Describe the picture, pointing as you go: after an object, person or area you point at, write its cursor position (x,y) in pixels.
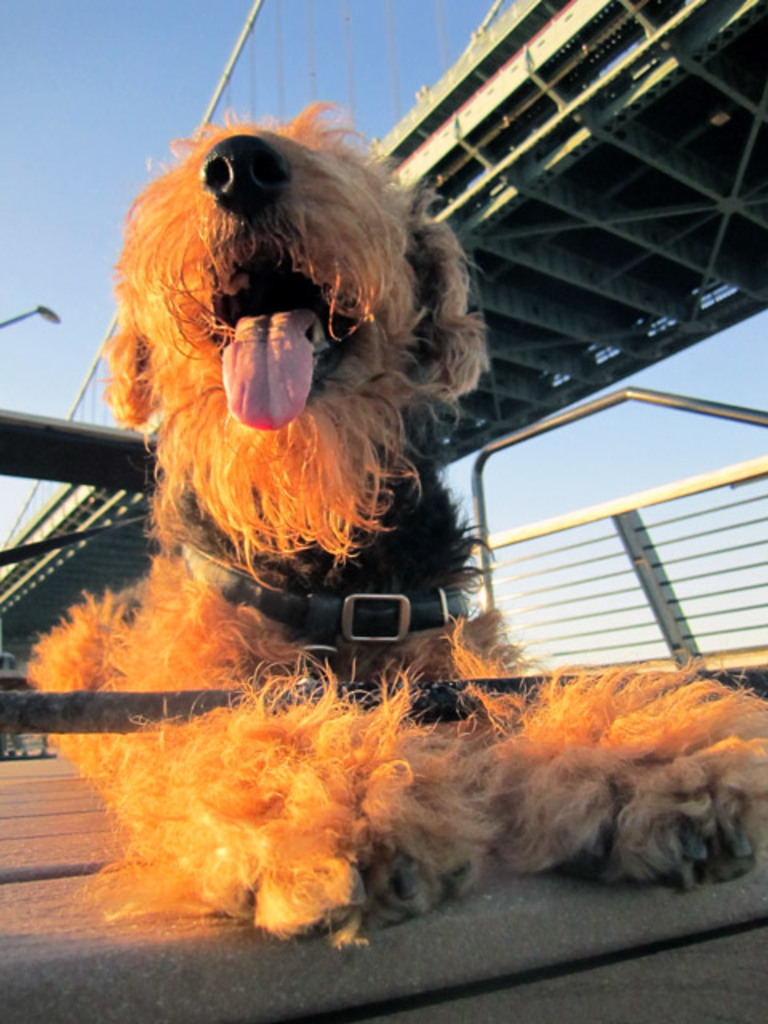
In this image we can see a dog (281,407) which is brown in color is resting on surface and top of the image (409,124) there is bridge (659,145) and clear sky (40,145).
